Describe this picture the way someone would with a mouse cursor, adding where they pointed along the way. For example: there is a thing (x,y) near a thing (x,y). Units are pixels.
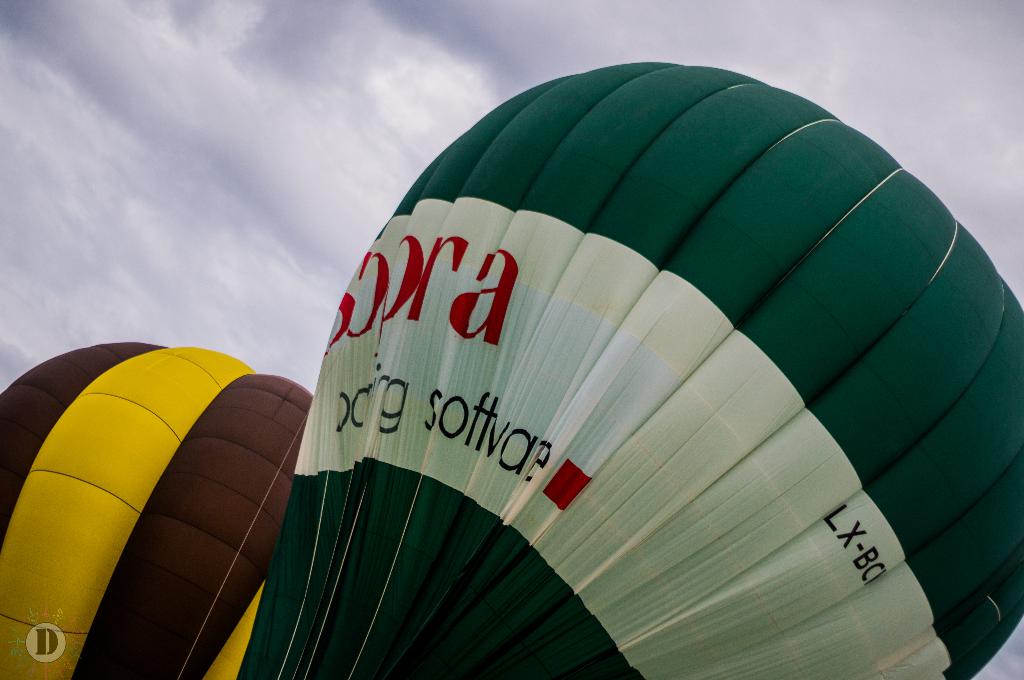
In this image there are two hot air balloons (340,513) towards the bottom of the image (312,530), there is text (462,251) on the hot air balloon (511,378), there is text (49,642) towards the bottom of the image (52,640), there is the sky (573,47) towards the top of the image (498,93), there are clouds (223,142) in the sky (231,107).
